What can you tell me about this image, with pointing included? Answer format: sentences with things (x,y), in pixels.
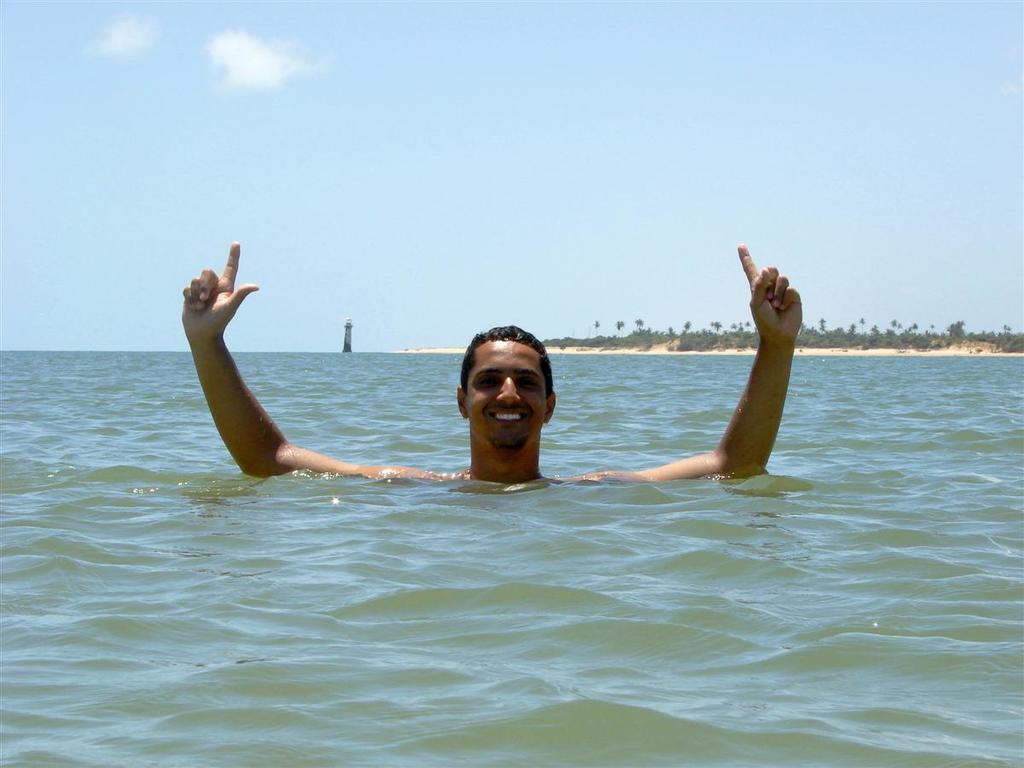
In the picture there is a person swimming in the water (506,492) and posing for the photo, behind the person (748,436) there are many plants (606,346) on the sand surface (593,348).
